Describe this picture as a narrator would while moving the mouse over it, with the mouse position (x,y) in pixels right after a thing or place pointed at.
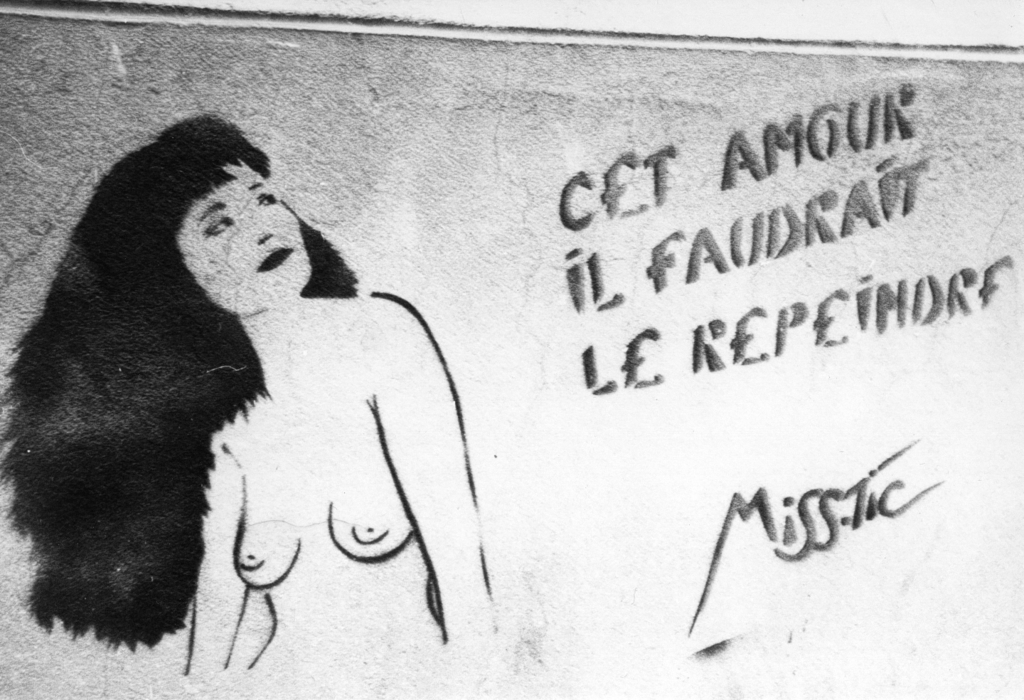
This is a black and white picture. Here we can see a poster (609,224). On this poster (453,525) there is a woman (326,496) and text (655,162) written on it.
